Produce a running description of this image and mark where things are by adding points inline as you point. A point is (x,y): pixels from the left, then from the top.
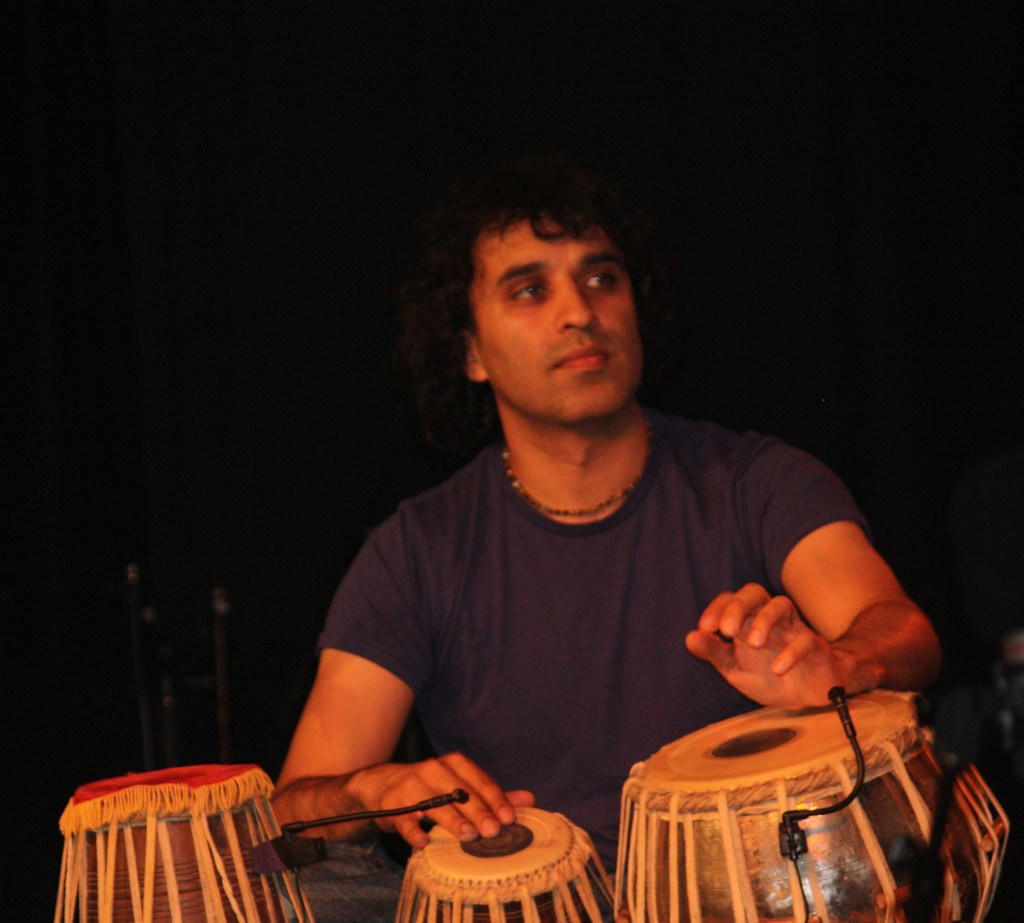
A man (452,659) is playing musical instruments (752,867). In front of him there are microphones (799,840).
